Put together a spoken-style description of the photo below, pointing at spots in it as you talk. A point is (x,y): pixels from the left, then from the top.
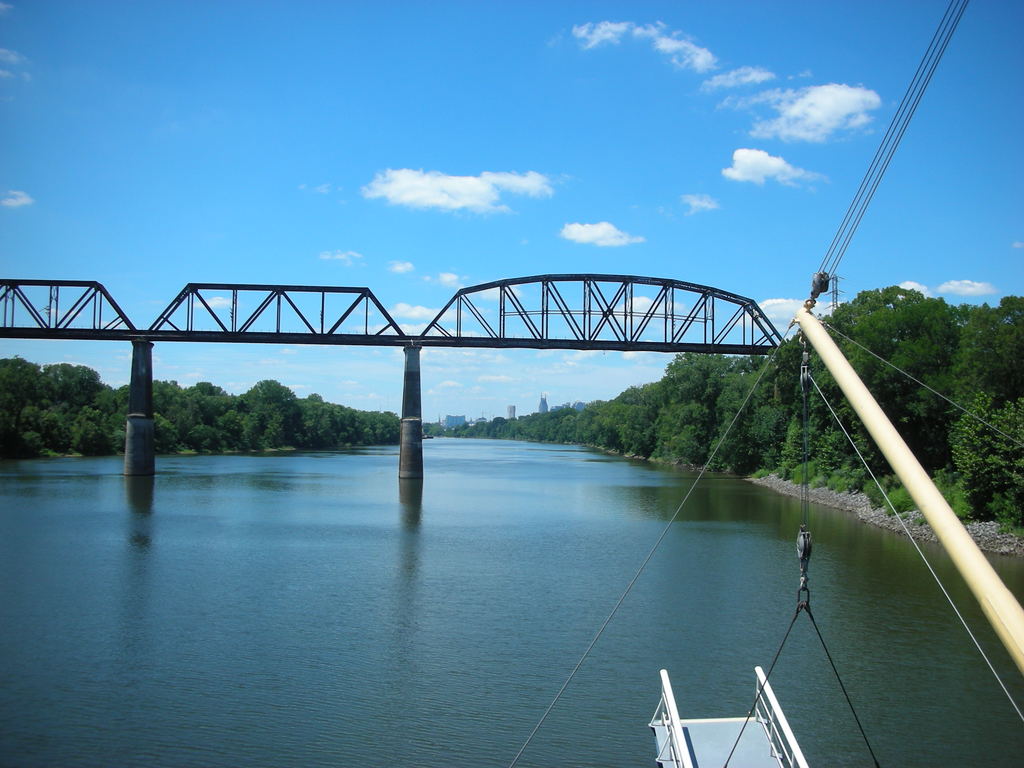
At the bottom (455,654) there is water (451,657), in the middle (412,440) there is a bridge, there are trees (567,430) on either side of this water (502,509), at the top (494,150) it is the blue color sky (291,132).
